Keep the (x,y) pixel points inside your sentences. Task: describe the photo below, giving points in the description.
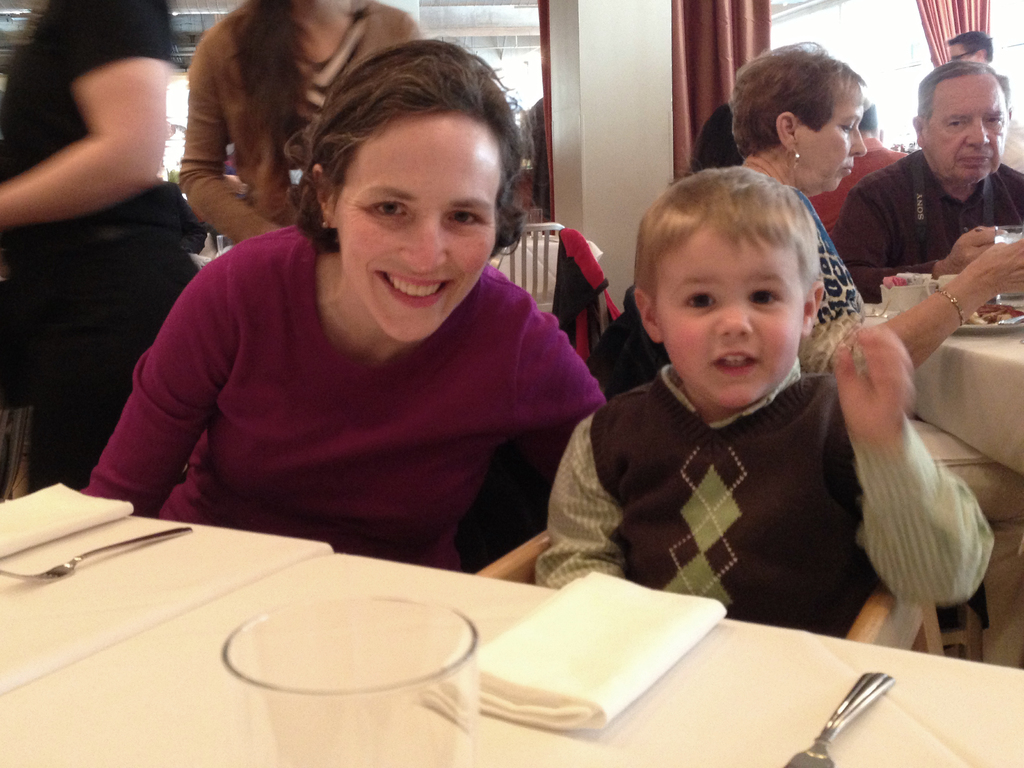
In this image there is a boy (796,556) sitting on the chair (892,616). Before him there is a table (145,637) having a glass (324,670), napkins (9,522) and forks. Beside him there is a woman (324,359). Right side (853,83) there are people (975,255). Right side (967,396) there is a table (969,369) having a plate (970,328) and few objects (984,309). Left side (112,313) there are people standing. Right top there are curtains (971,15).
